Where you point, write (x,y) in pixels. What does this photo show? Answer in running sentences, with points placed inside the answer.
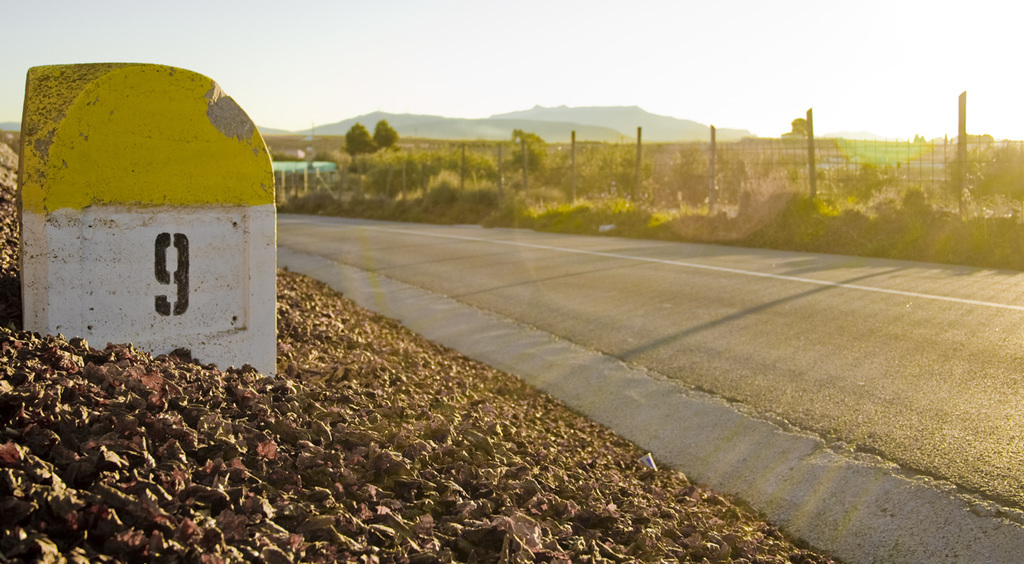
Beside this road (557,286) we can see mile stone (171,218), fence (810,181) and plants (463,205). Far there are trees (359,136).
